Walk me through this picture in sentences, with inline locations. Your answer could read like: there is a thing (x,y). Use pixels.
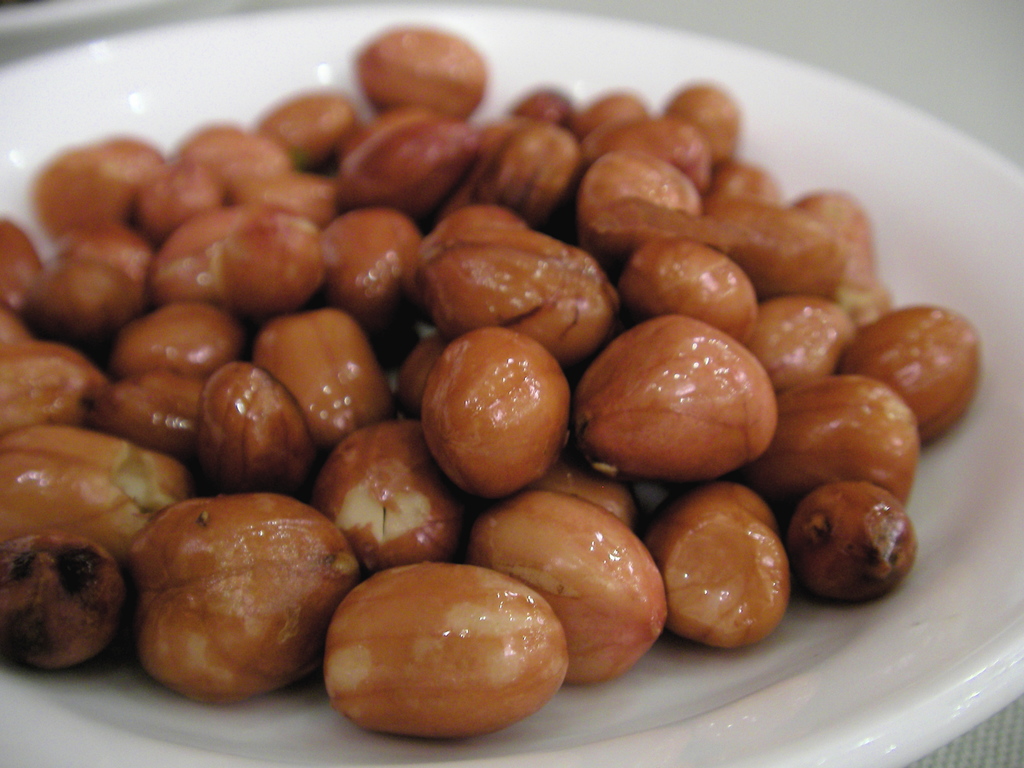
In this image we can see some food items (712,392) on the plate (309,27), and the background (945,90) is blurred.
